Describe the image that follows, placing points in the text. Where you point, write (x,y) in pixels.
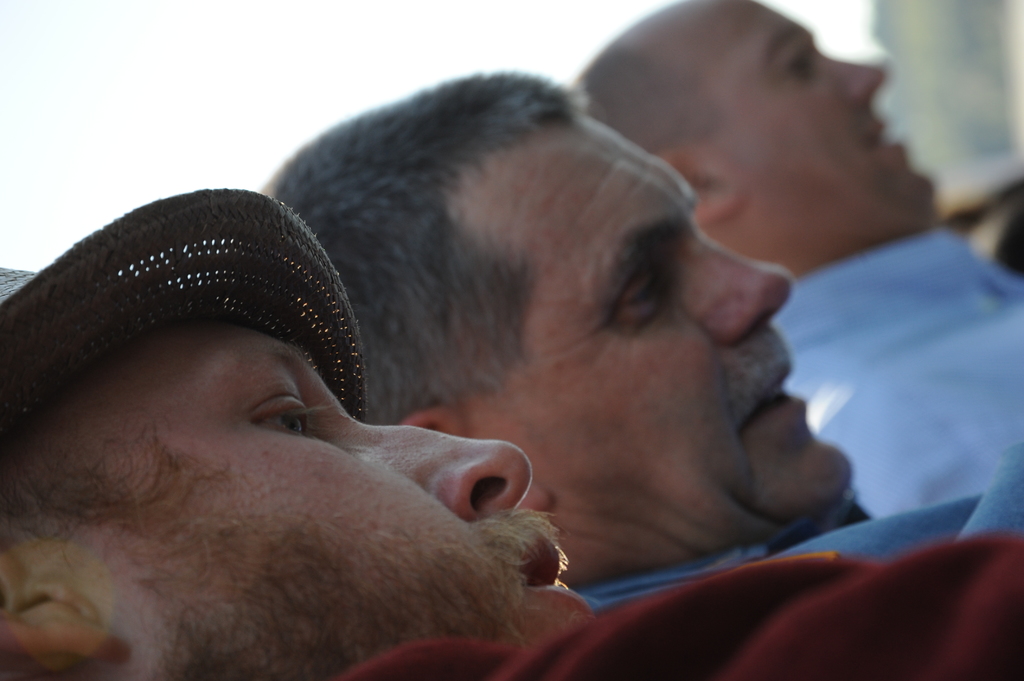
In this image, I can see three men (900,425). They wear clothes (873,484). This man (244,486) wore a cap (79,283). The background (60,212) looks blurry.
